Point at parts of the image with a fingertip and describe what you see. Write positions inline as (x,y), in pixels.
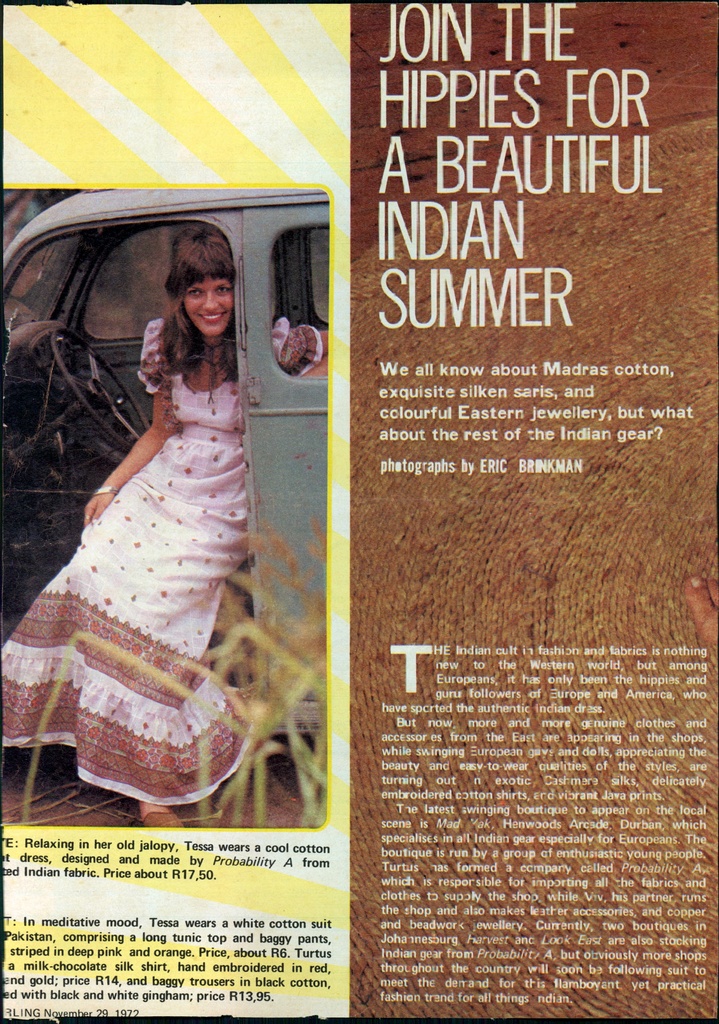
This image consists of a poster (373,152). On the left side (147,694) I can see an image (155,366) of a woman (175,394) who is sitting inside the car (22,518) and smiling. On the right side (484,757), I can see some text (447,861).
